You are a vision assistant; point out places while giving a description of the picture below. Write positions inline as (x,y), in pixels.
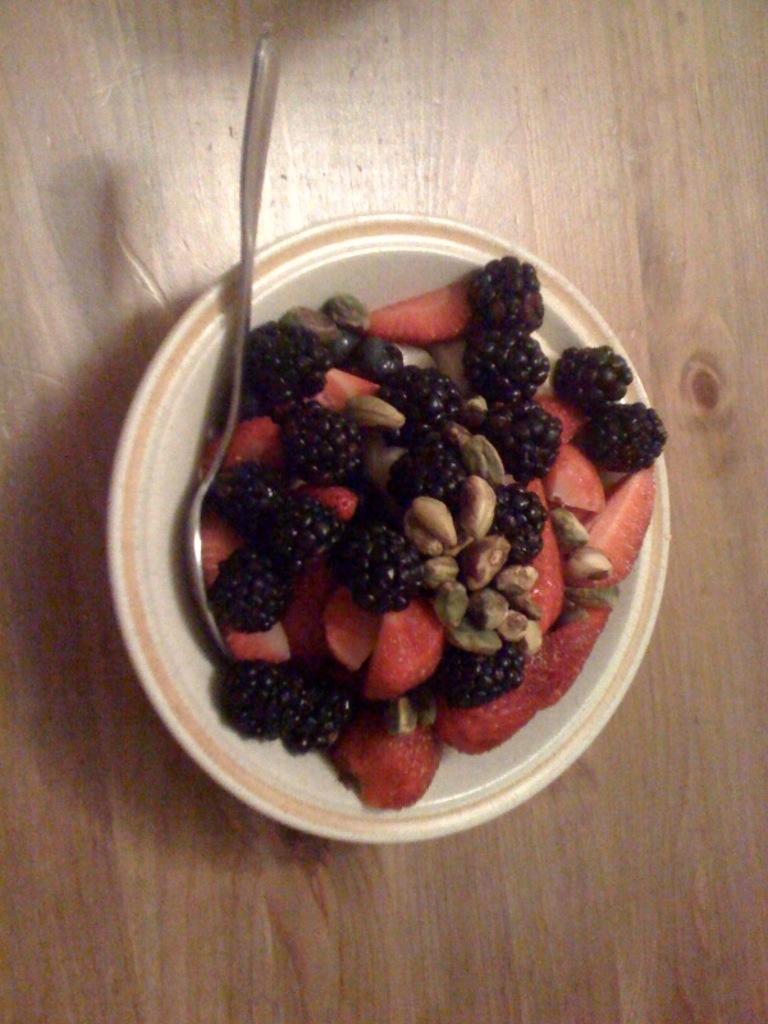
In this picture there is a bowl (505,809) in the center of the image (318,396), which contains fruits (357,389) and a spoon (235,345) in it.
